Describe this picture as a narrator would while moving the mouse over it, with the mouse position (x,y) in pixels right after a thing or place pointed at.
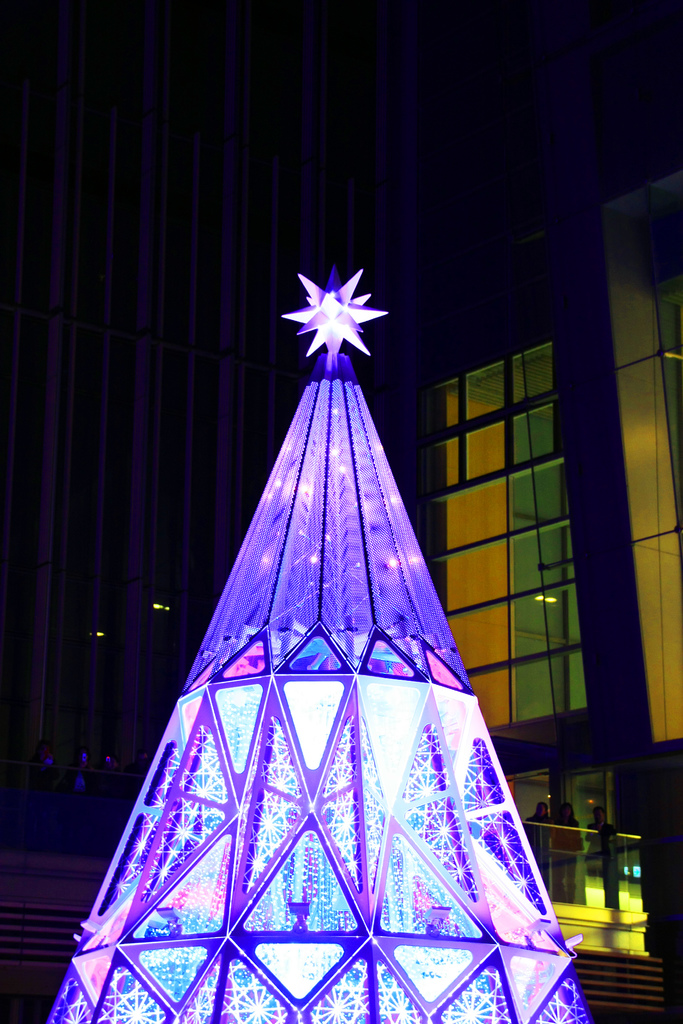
There is a star (332,305) arranged on an object (319,611) in which, there are lights (273,806) arranged. In the background (641,514), there is a building (455,254) which is having glass windows (537,694) and there are lights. And the background (121,636) is dark in color.
